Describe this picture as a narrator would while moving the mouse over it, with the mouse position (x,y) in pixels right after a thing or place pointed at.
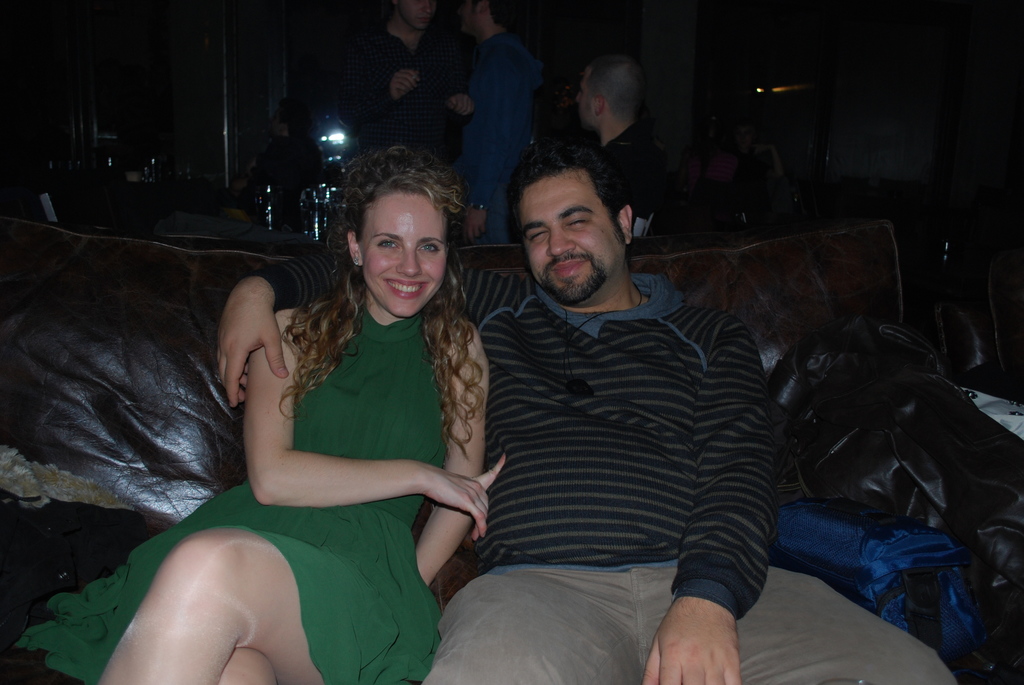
Man (521,437) in striped sweater (576,432) and woman (399,428) in the green dress (410,528) are sitting on the sofa (150,495) and both of them are smiling. Beside them, we see a blue color bag (871,556) placed on the sofa (792,491). Behind them, we see people (426,44) standing. In the background (259,215), it is black in color and this picture might be clicked in the dark.
